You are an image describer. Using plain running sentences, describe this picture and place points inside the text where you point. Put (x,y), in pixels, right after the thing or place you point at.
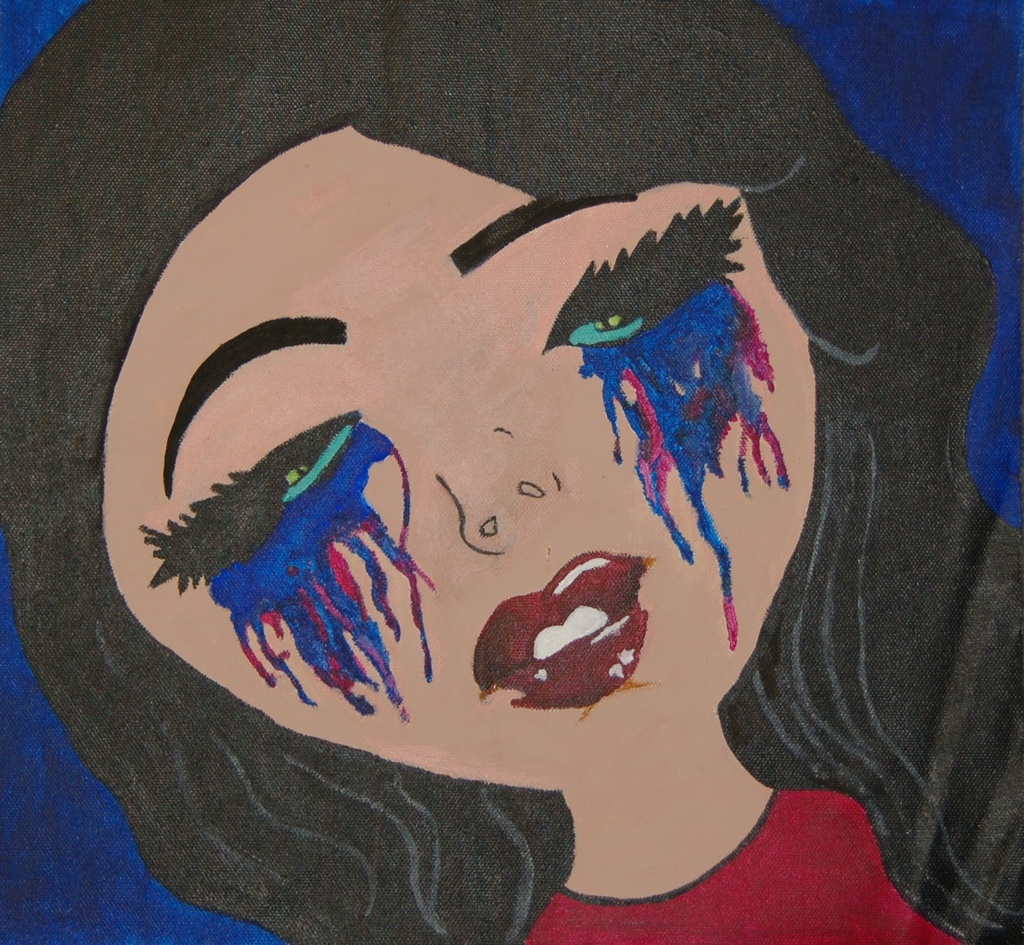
This is a painting. In this image there is a painting of a woman (778,905) with red dress (781,857). At the back (42,880) there is a blue background (57,14).
